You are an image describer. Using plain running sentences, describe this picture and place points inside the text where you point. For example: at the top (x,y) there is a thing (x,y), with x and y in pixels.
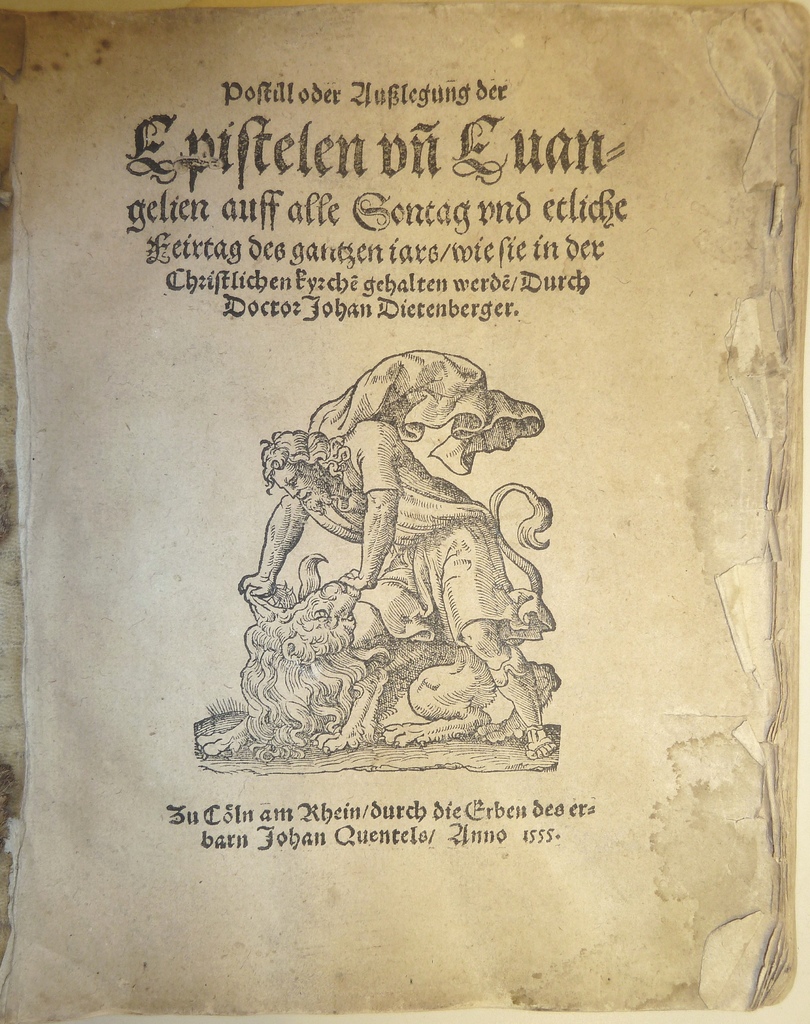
In this image, this looks like a paper (518,83). I can see the picture (395,490) of a person (471,597) and an animal (385,639). These are the letters (208,142) on the paper (332,855).
